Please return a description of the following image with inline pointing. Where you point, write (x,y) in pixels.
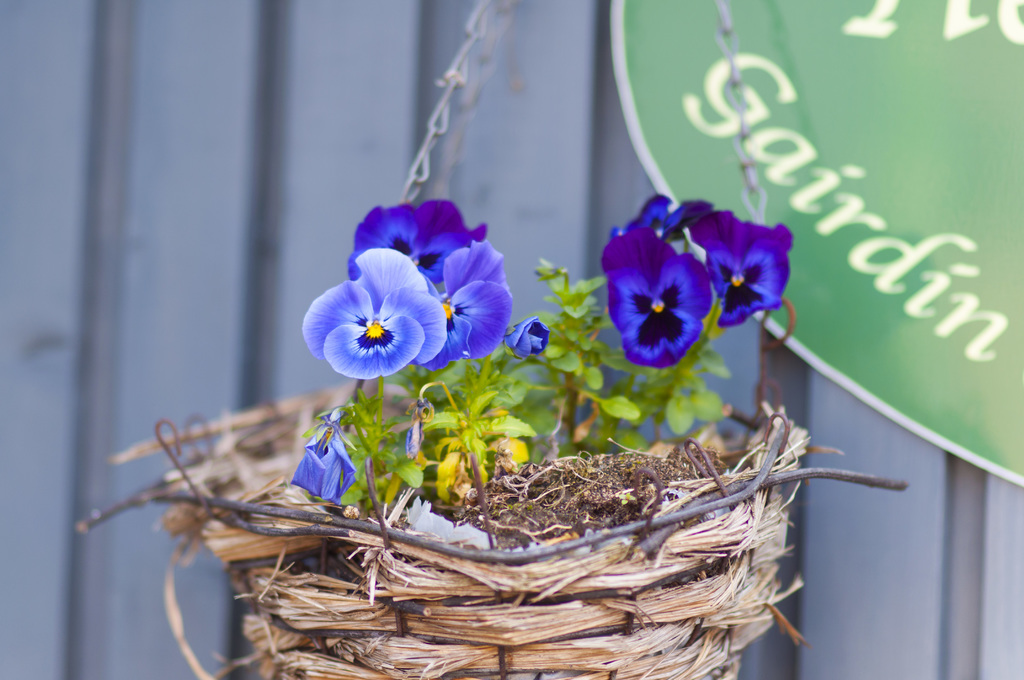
In this image, we can see a hanging basket (479,581) contains a plant (614,356). There is a board (879,212) in the top right of the image (907,100). In the background (163,127), image is blurred.
